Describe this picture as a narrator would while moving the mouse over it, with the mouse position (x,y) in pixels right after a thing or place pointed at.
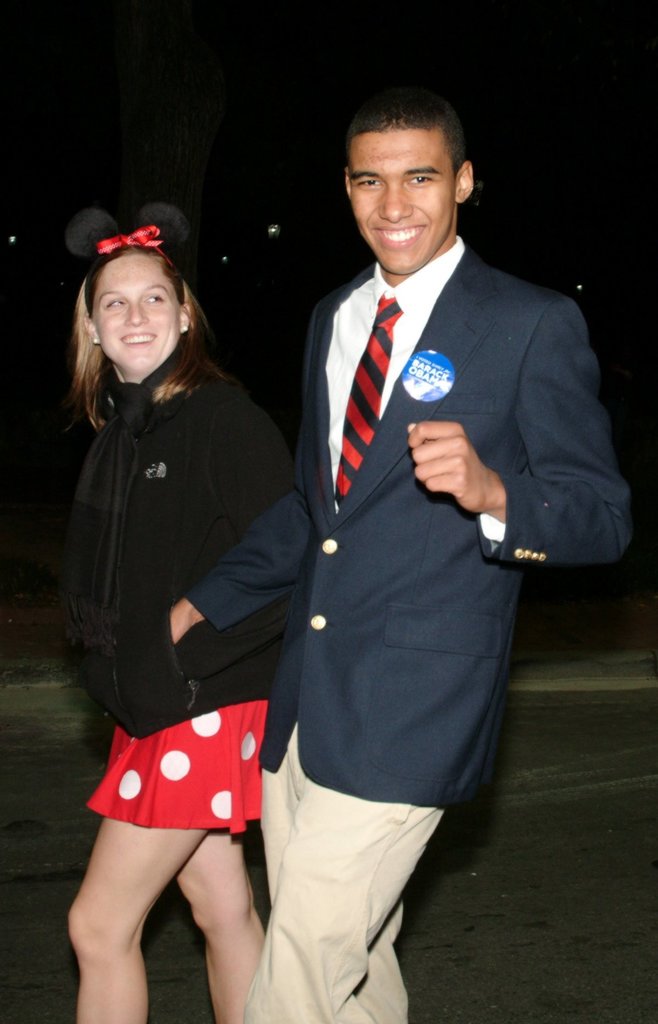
In this image there is a couple (276,826) walking on the road (618,948) with a smile on their face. The background (645,112) is dark.
